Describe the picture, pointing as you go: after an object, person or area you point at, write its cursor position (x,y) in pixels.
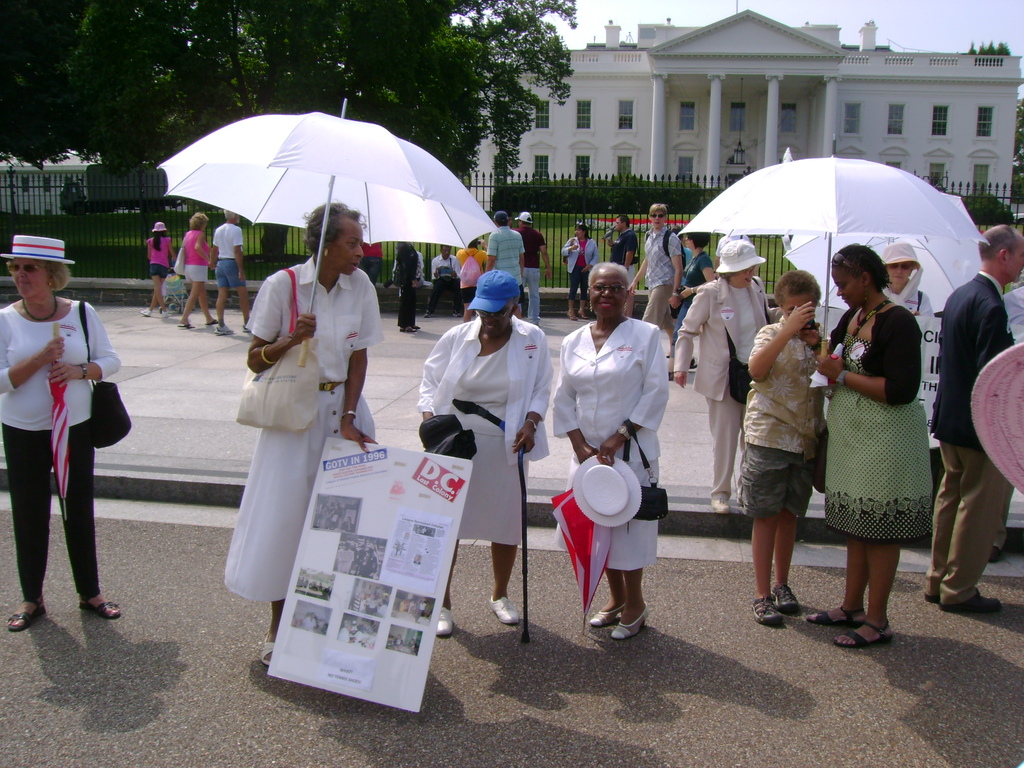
In this image I can see few people (481,277) standing on road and one woman (348,342) holding a board (373,500) and few people (306,491) are holding umbrellas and in the background (569,212) I can see grill (598,212) at the top of the image (453,106) I can see a tree (432,79) and a building (706,65).
